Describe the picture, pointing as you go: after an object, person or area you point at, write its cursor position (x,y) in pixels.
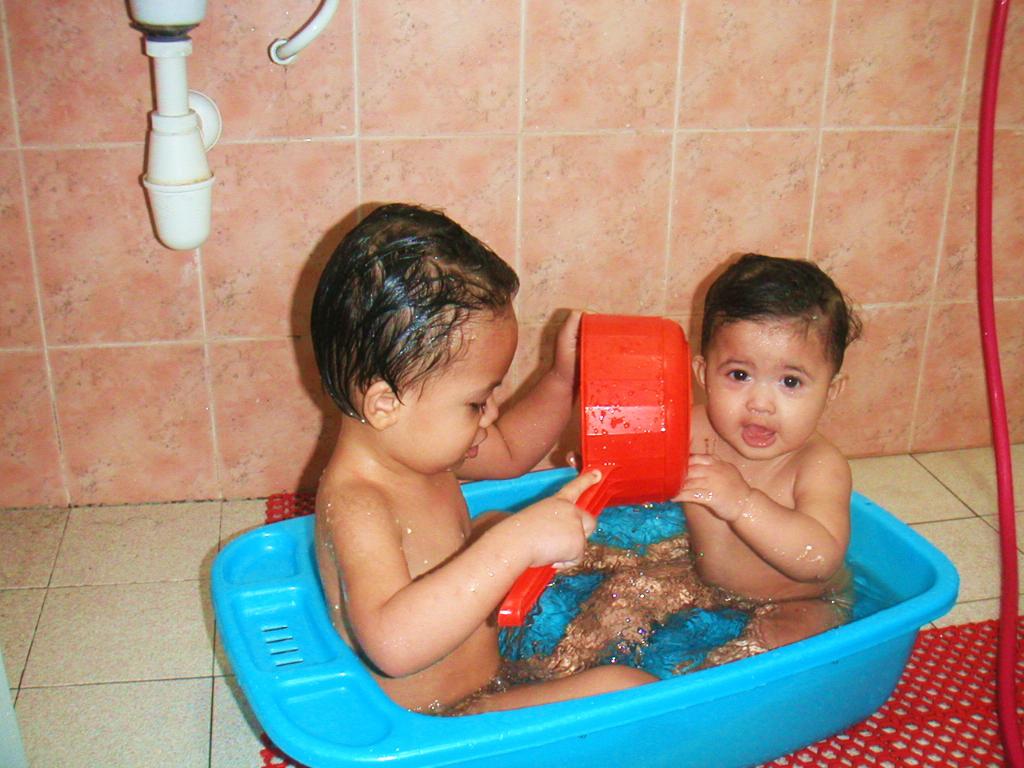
In the center of the image (360,327) we can see two kids (447,646) in the tub (743,667) and water (731,631). In the background (854,221) we can see wash basin (206,178) and wall (606,189).
